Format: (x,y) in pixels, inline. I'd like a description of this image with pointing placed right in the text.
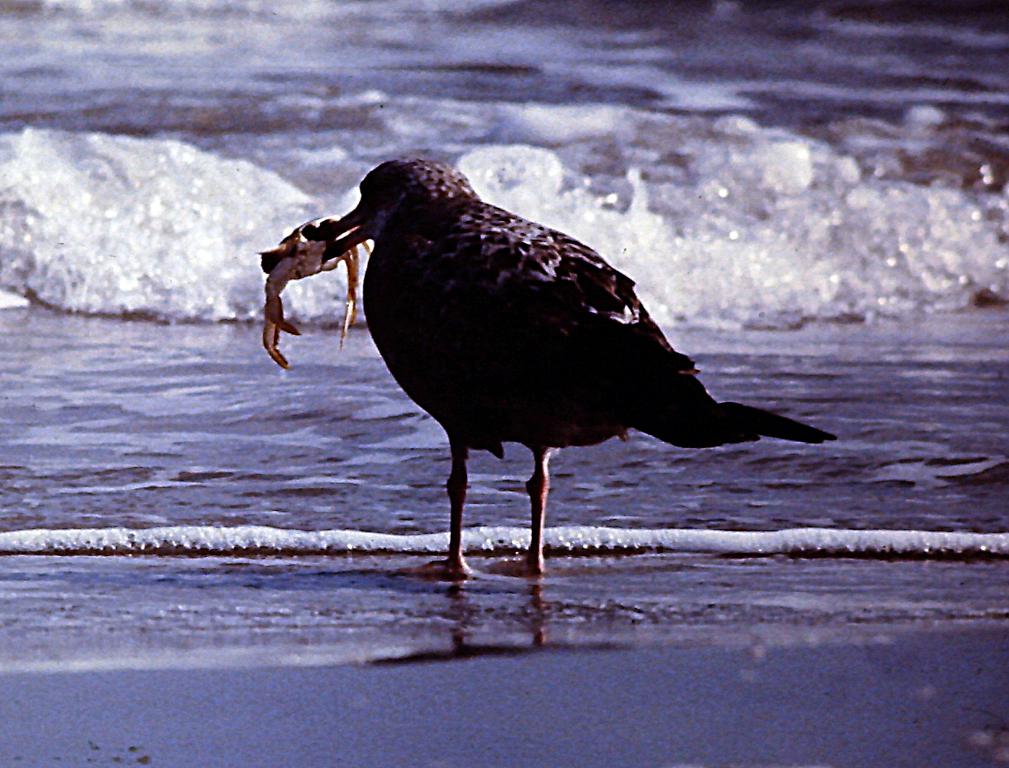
In the center of the picture (570,408) there is a bird (388,233) holding a crab (340,264). In the background (279,133) there is a water body (7,479). At the bottom (487,717) it is looking like sand (445,761).
